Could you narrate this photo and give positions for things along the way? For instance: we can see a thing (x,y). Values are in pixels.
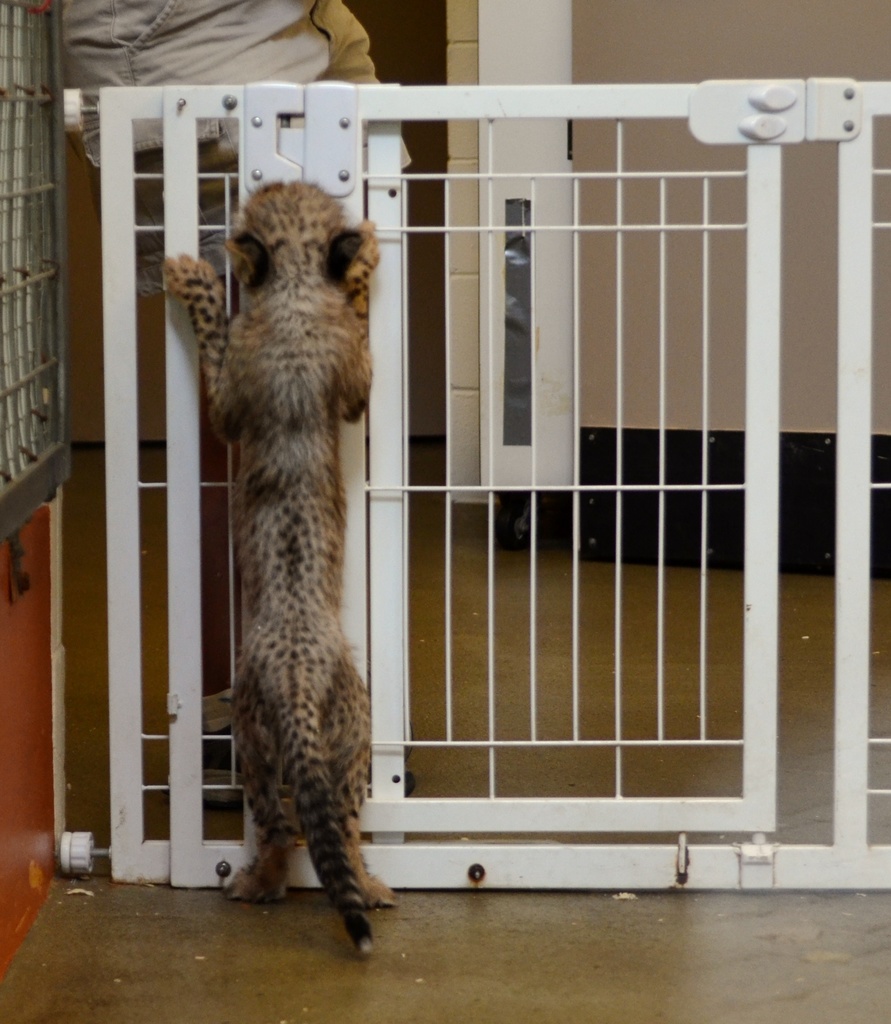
In this image we can see an animal (353,673) near the grille (256,142) and a person (225,36) standing on the other side of the grille (610,485) and wall (630,191) in the background (581,191).
